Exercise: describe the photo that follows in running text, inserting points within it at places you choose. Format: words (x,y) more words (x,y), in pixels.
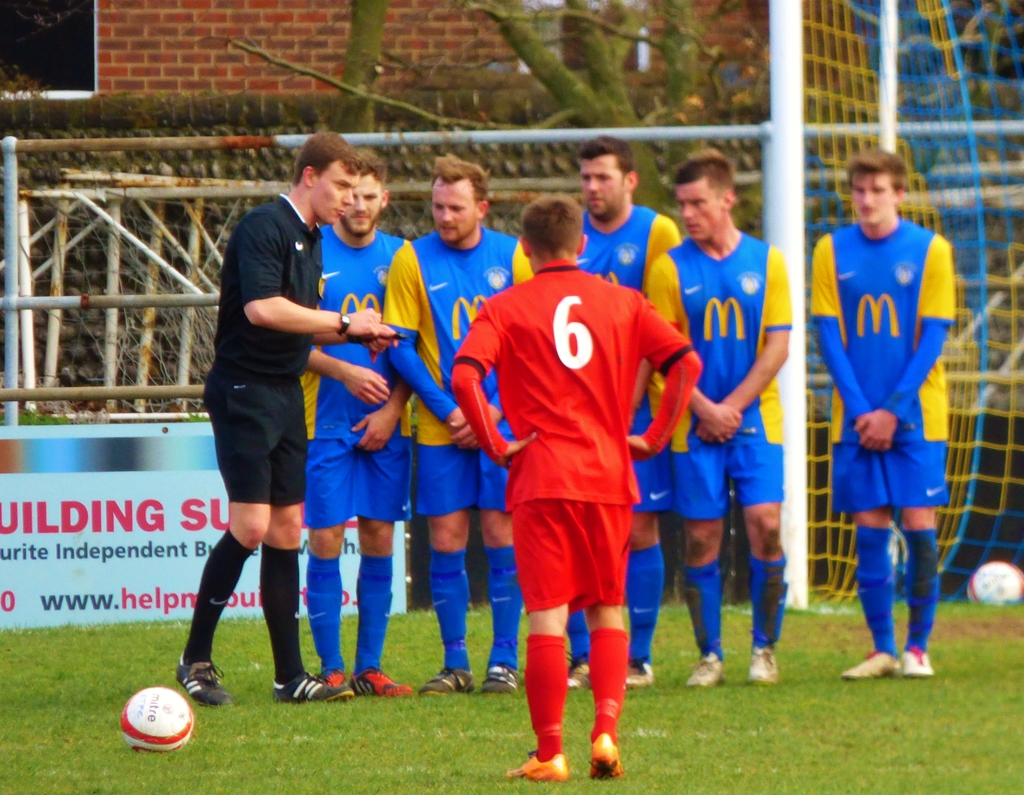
In this image I can see a group of people (505,244) are standing on grass (667,729) and two balls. In the background (554,71) I can see fence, boards (255,578), net (826,463), metal rods (556,183), building (701,53), trees (590,76) and so on. This image is taken may be on the ground (294,715).
